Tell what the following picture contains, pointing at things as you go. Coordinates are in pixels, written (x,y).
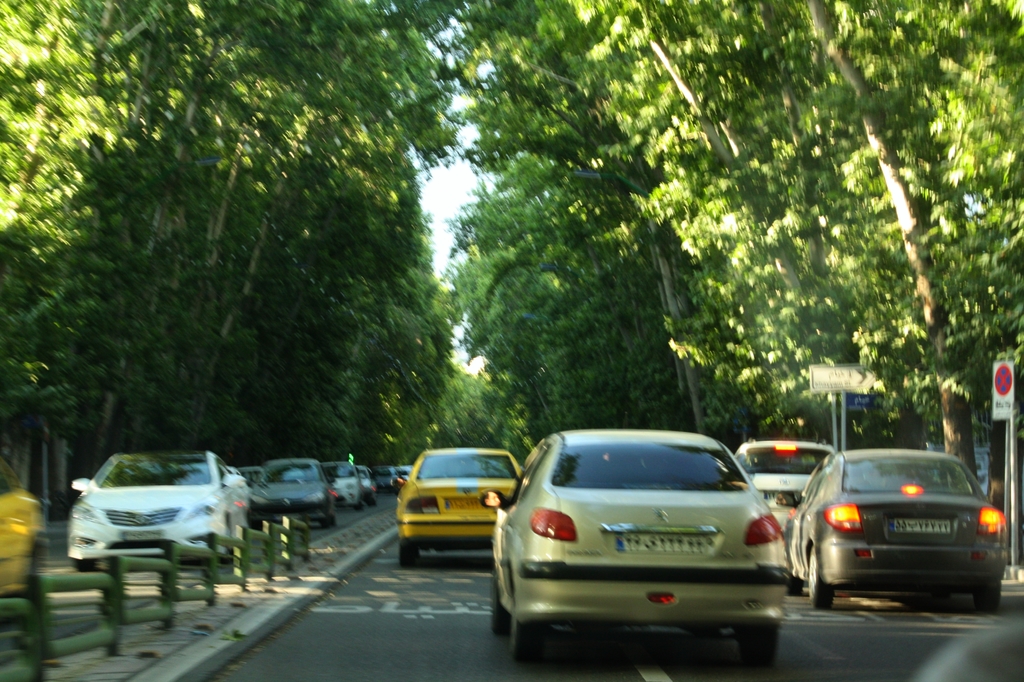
In this image, we can see few vehicles (618,583) are on the road (439,652). Here we can see rod fencing (268,552) and sign boards (863,396) with poles (1016,462). Background (420,197) there are so many trees (524,356) and sky (445,206).
